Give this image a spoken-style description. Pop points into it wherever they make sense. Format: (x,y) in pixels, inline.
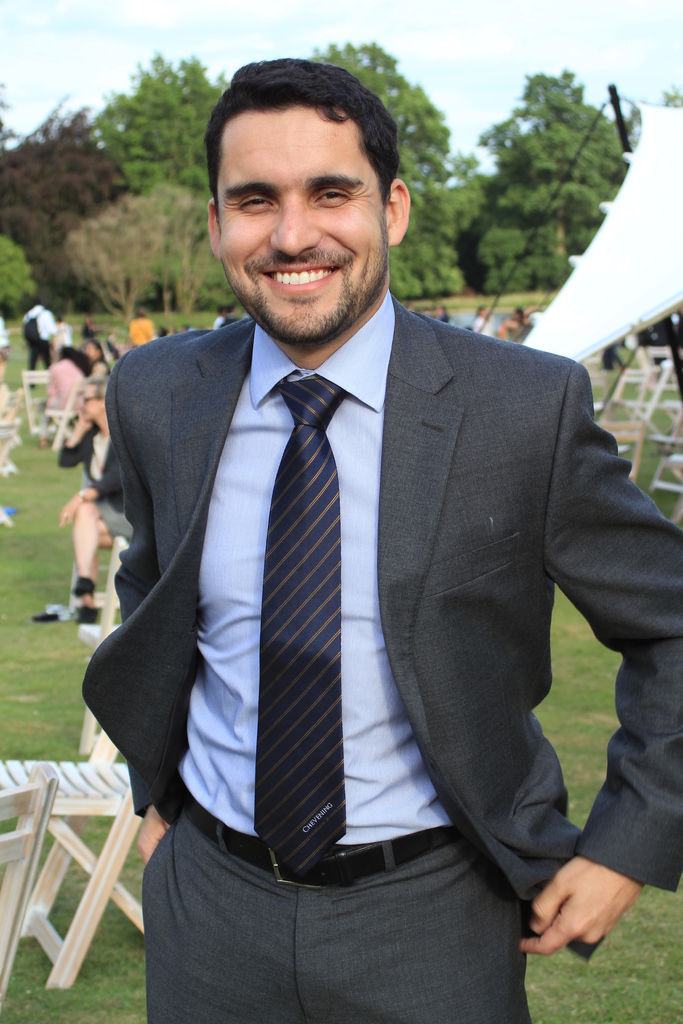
This person (306,989) standing and smiling, behind this person (421,340) we can see chairs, persons (93,327), trees (601,139), sky (603,24), tent (663,216).
